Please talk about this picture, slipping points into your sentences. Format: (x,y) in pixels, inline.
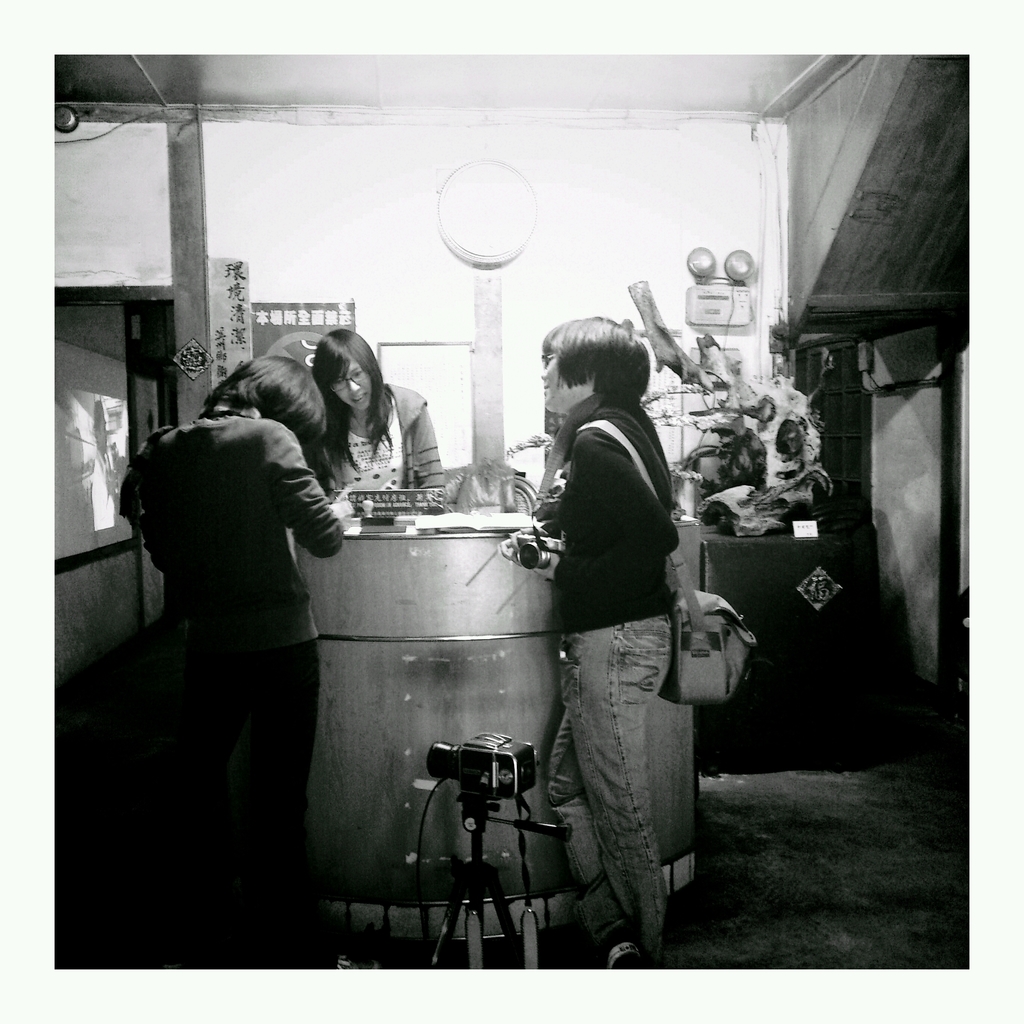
In this image I can see the black and white picture in which I can see the camera (462,788), the floor (818,875), few persons (344,514) standing, a person (581,558) wearing a bag (696,639), the wall (614,207), the ceiling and few other objects (696,287).
